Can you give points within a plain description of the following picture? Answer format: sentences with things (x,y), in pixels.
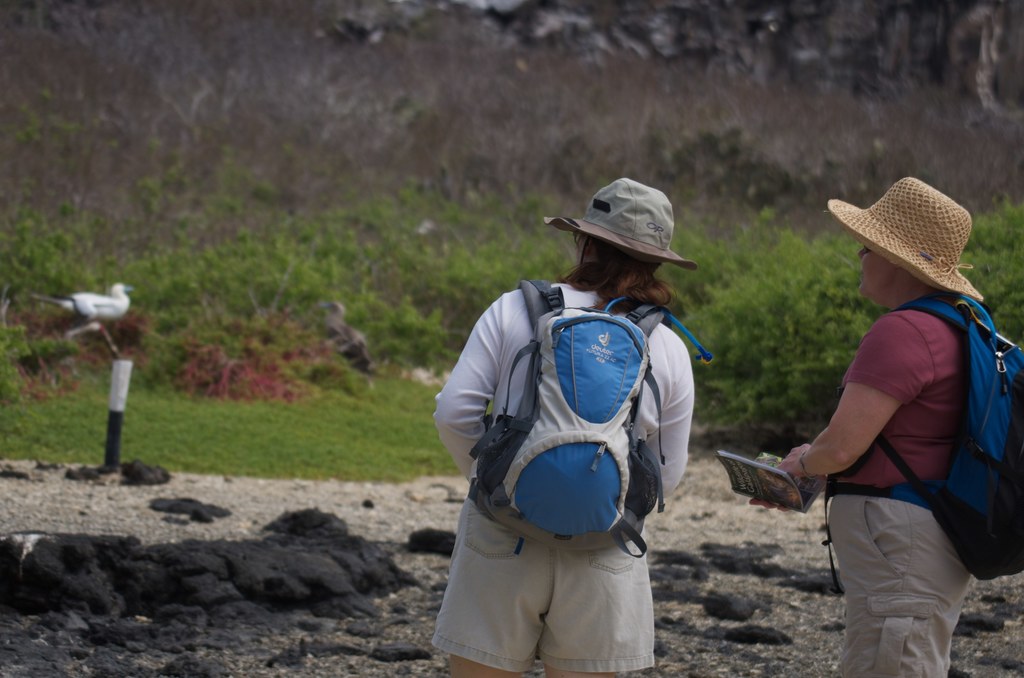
In this image we can see two birds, one pole (126,369), some rocks (373,583) on the ground (774,590), some plants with flowers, one person (897,533) holding a book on the right side of the image (899,550), some objects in the background (432,191), the background is blurred, some trees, bushes (286,368), plants (289,386) and grass (284,412) on the ground (295,463). There are two persons (540,558) with hats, wearing backpacks (600,341) and standing.
